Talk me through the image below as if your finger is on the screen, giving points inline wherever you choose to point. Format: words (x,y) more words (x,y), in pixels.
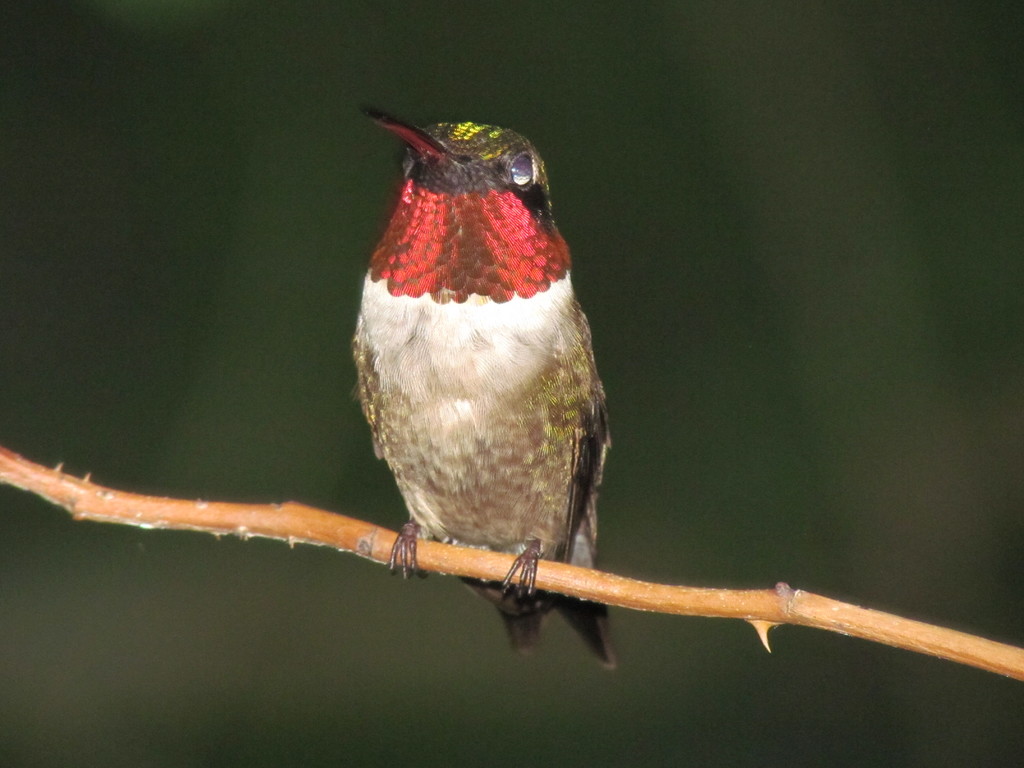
In this image there is a bird (427,404) on the branch (987,657) of a tree (974,651).
